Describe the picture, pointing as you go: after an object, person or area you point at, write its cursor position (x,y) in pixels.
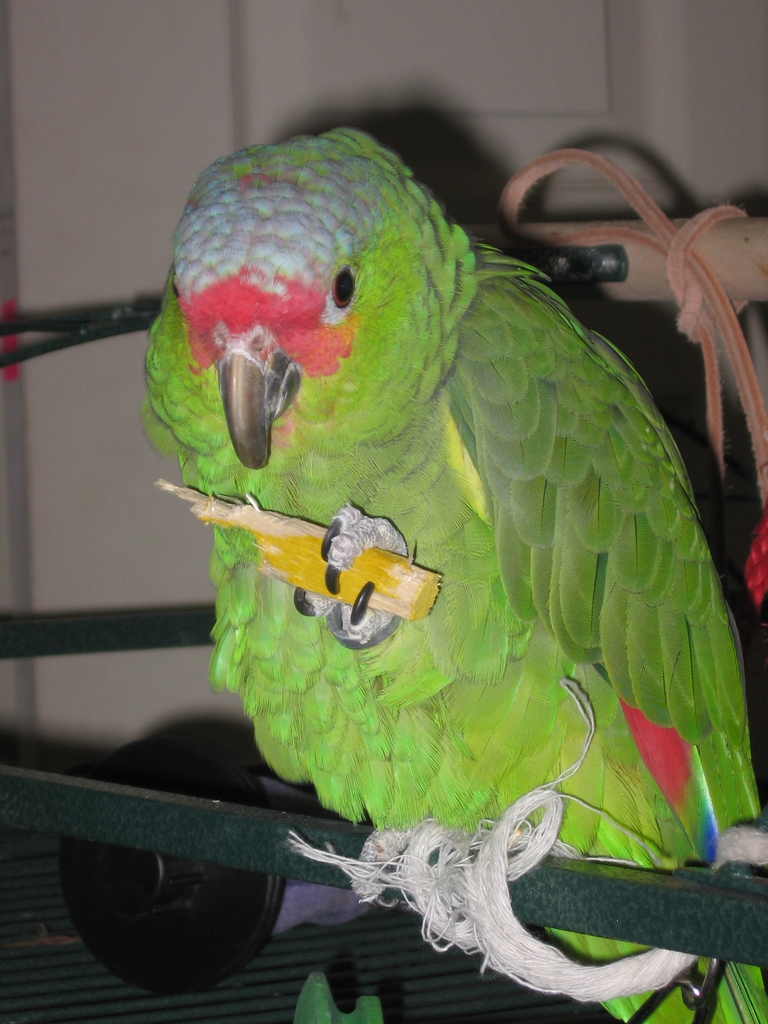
In this image there is a parrot (579,341) sitting on the stick (99,809) and holding something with other leg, behind her there is a wooden stick (656,254) with some rope (760,454).
